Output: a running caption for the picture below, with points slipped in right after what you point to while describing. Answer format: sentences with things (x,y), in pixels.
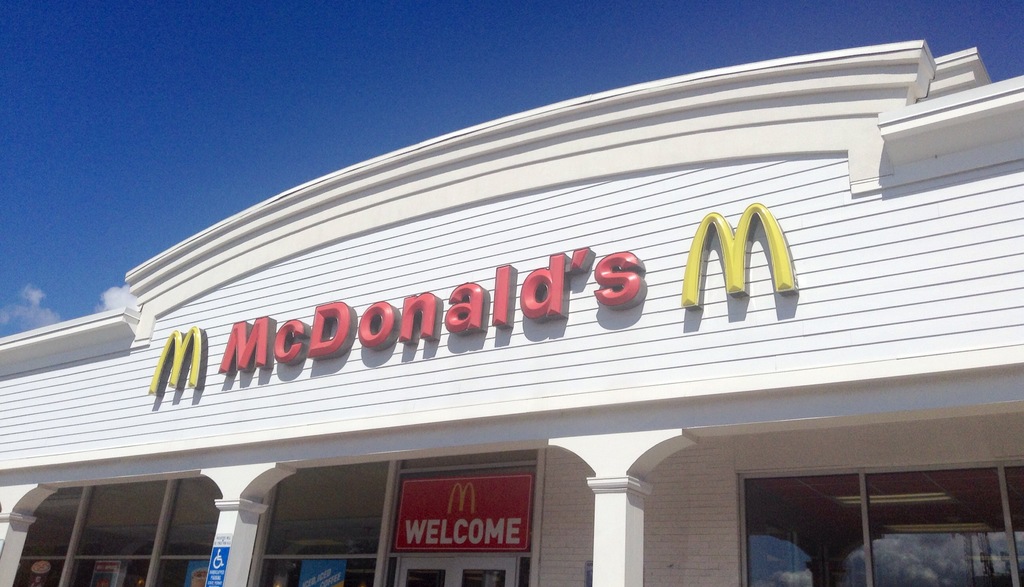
In this image there is a building (538,361), there is a text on the wall (926,304) of the building (221,514), there are pillars (8,549), name board (466,534) visible at the bottom (490,493), at the top (178,110) there is the sky (335,94).
